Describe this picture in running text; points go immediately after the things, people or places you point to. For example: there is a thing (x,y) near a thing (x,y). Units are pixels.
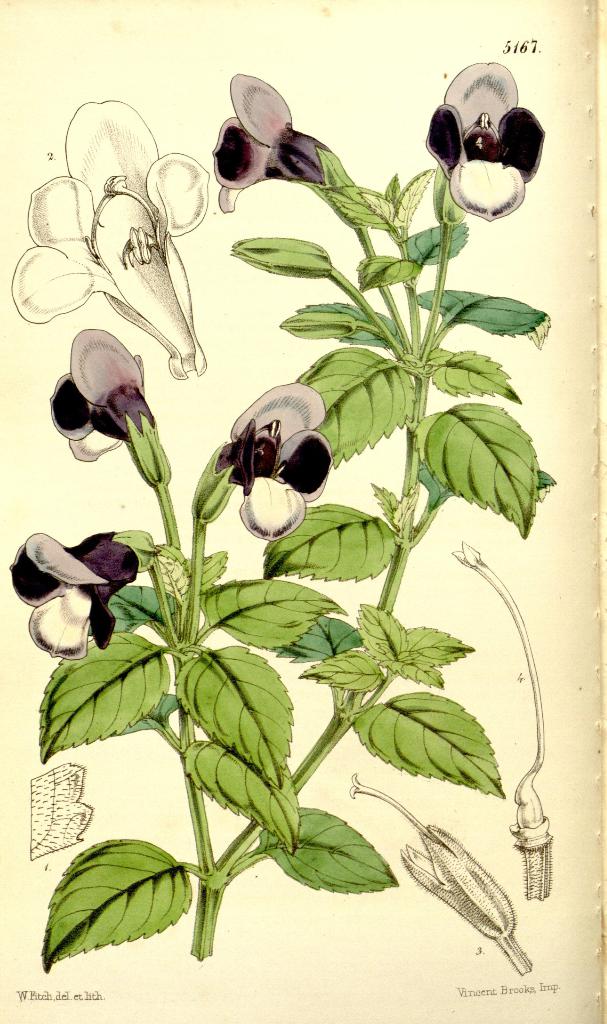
In the image there is a picture of a flower plant (198,714).
